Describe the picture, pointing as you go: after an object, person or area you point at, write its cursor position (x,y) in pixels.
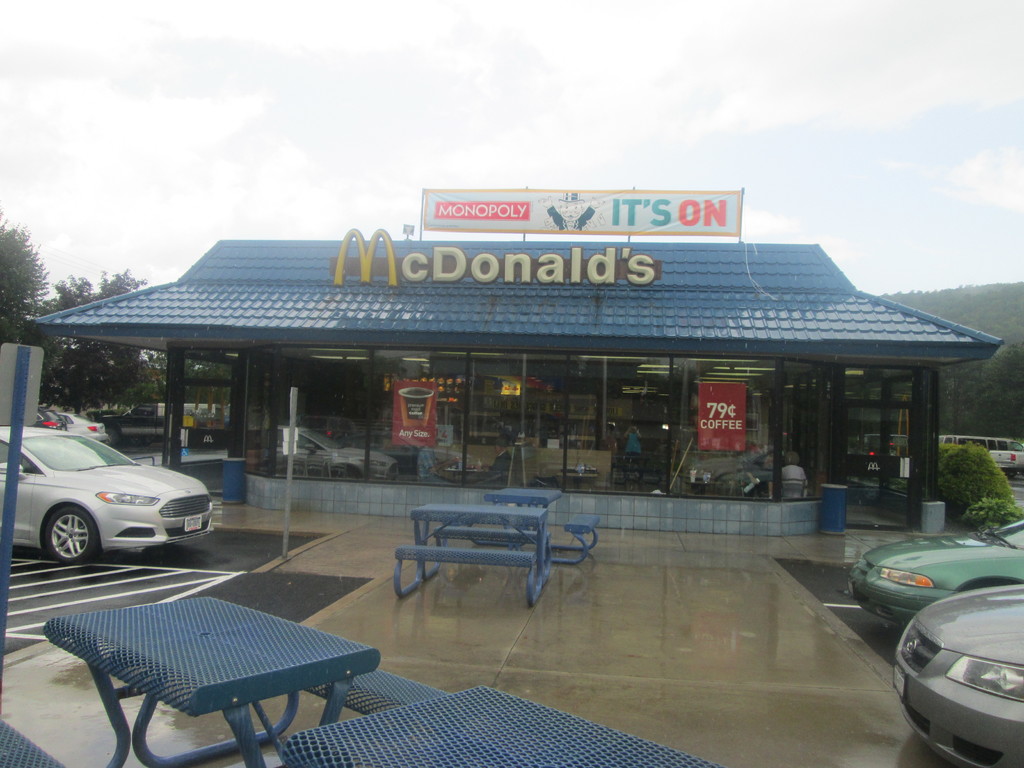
In this picture we can see a store (496,408), on the right side (970,639) and left side (59,454) there are cars (35,481), we can see benches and tables (283,653) in the middle (520,497), in the background (19,259) there are some trees (114,284), we can see glasses (607,450) and a hoarding (625,215) of this store (596,230), there are two papers (715,417) pasted on these glasses (474,424), on the right side (991,494) there are some plants (974,494), we can see the sky (220,12) at the top of the picture (289,97), on the left side (5,409) there is a board (31,380).
